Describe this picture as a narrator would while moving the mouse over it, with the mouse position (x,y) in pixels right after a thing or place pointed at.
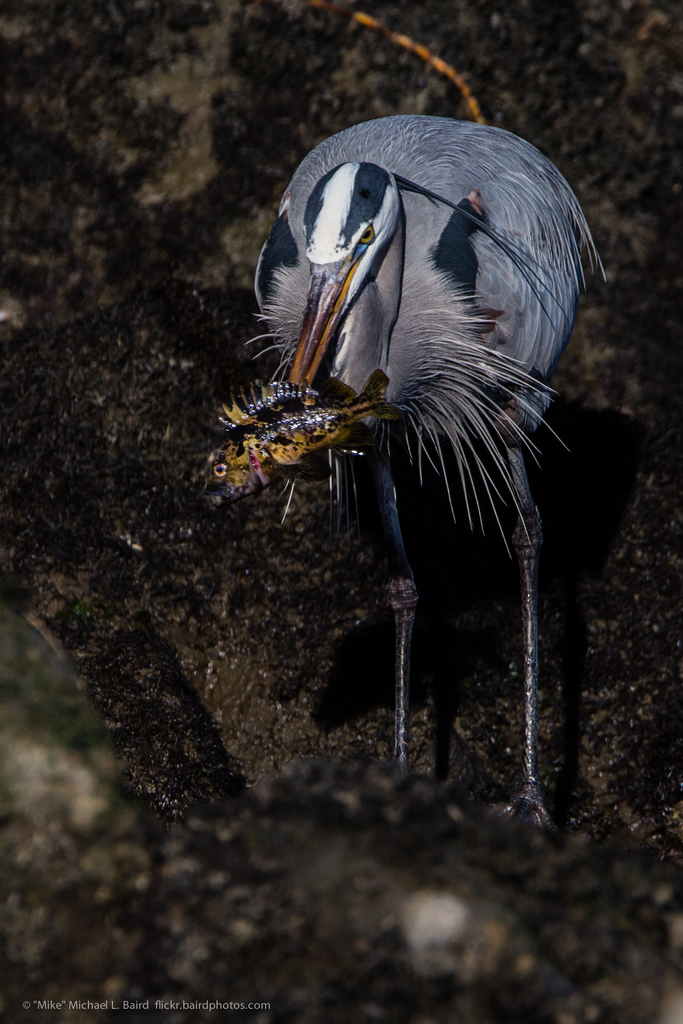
In this picture there is a bird (541,317) standing and holding the fish (274,397). At the bottom (344,784) there are stones (472,890). At the bottom left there is text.
